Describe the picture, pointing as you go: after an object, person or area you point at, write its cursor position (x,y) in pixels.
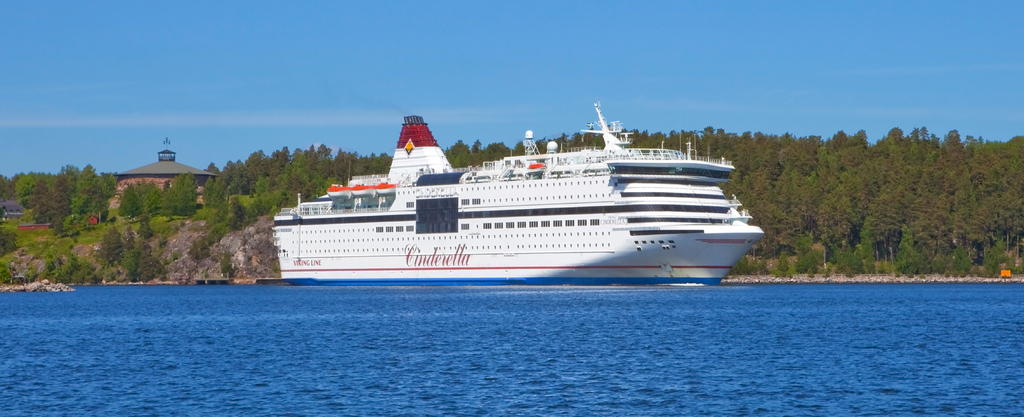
In this image I can see the water (503,324) and a huge ship (534,246) which is white and blue in color on the surface of the water (501,290). In the background (245,249) I can see the ground (262,227), few trees (331,184) which are green in color on the ground (245,235), few buildings (119,182) and the sky (511,70).
